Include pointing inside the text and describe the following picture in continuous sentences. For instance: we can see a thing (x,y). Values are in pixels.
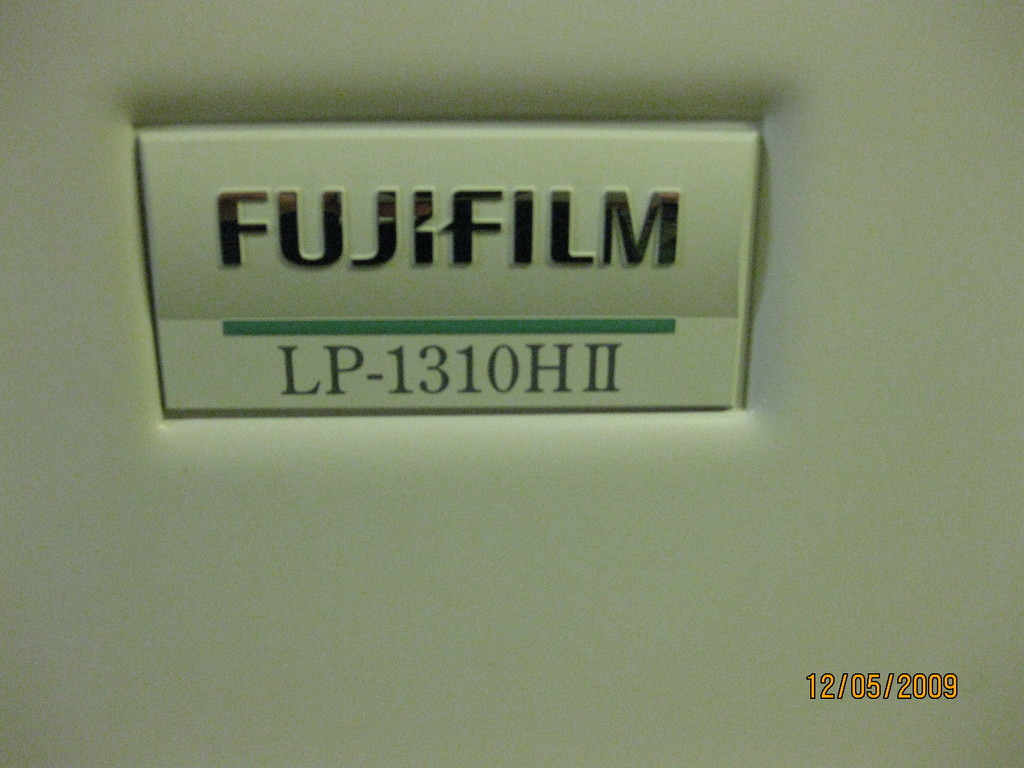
In this image I can see a white color object (206,514), on the object (106,203) I can see something written on it.
